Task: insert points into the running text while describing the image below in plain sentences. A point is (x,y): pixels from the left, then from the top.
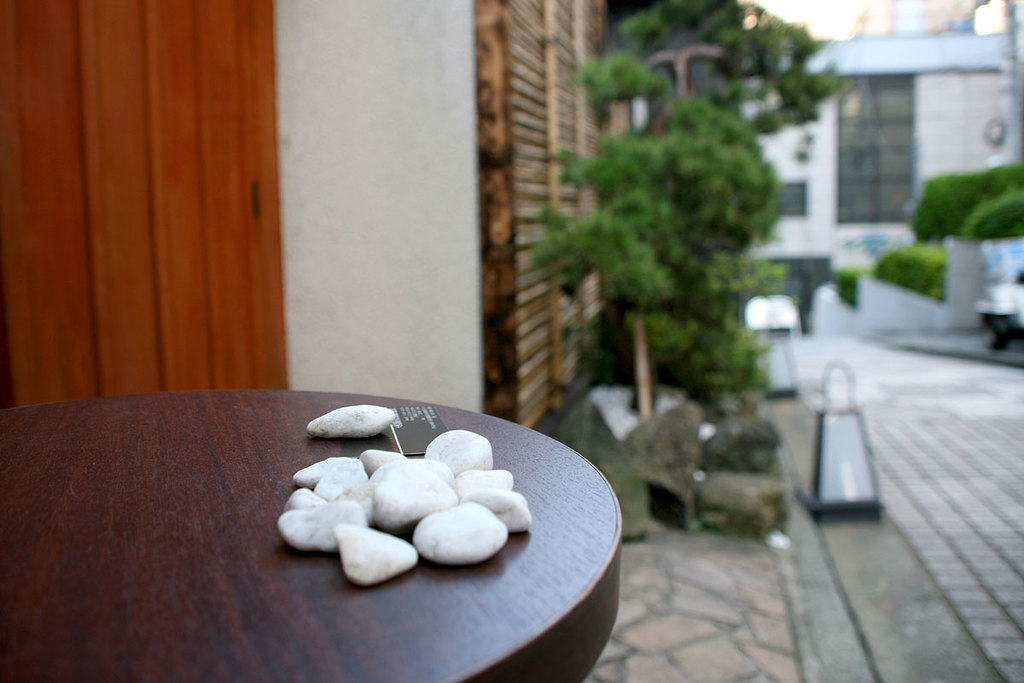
On the left side of the image (268,590) there are stones (364,497) and a card (415,435) on the table (318,568). There are rocks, trees (709,199), bushes (1015,213) and there are some other objects (806,507). In the background of the image (869,183) there are buildings (868,108).
